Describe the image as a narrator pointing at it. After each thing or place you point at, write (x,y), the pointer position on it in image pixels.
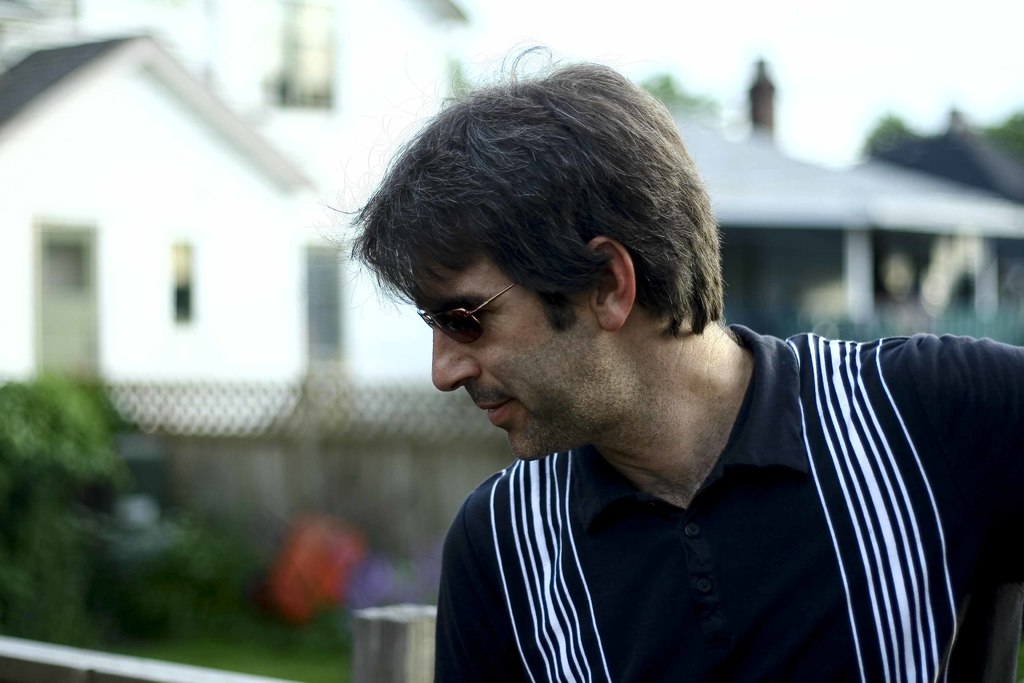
In this image we can see a person (588,428). In the background (364,326) there are sheds (181,290), trees (158,585) and sky (672,71).
